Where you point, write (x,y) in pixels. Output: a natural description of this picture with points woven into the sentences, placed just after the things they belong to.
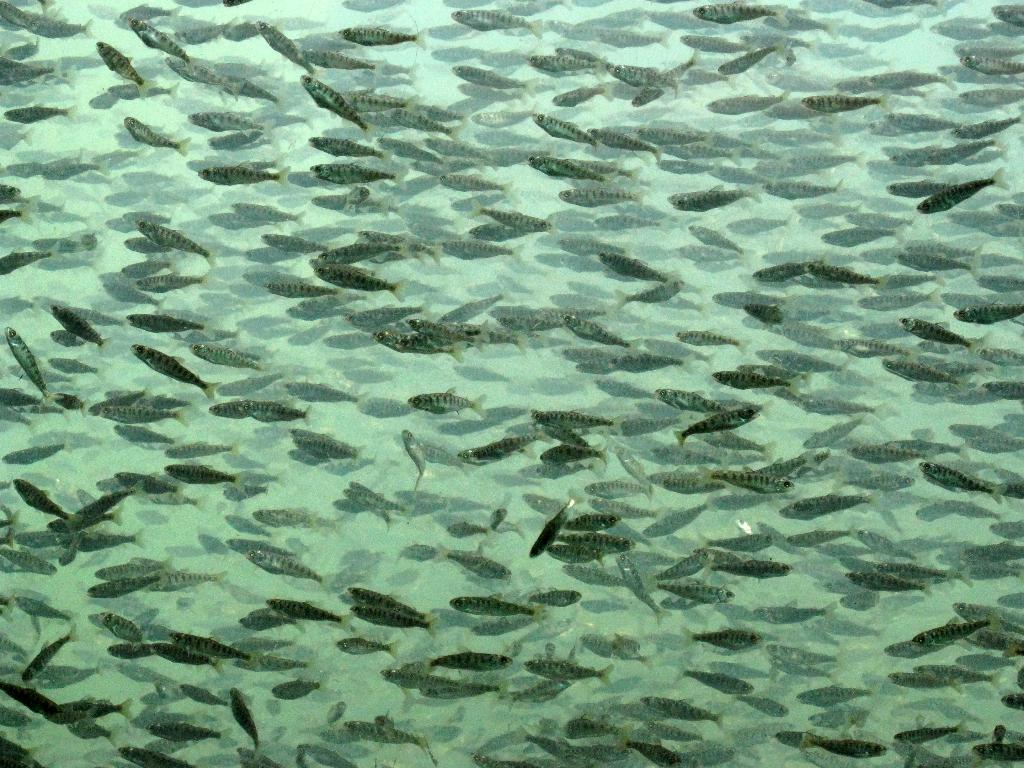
In this image there are fishes (356,254) in the water (482,485).
